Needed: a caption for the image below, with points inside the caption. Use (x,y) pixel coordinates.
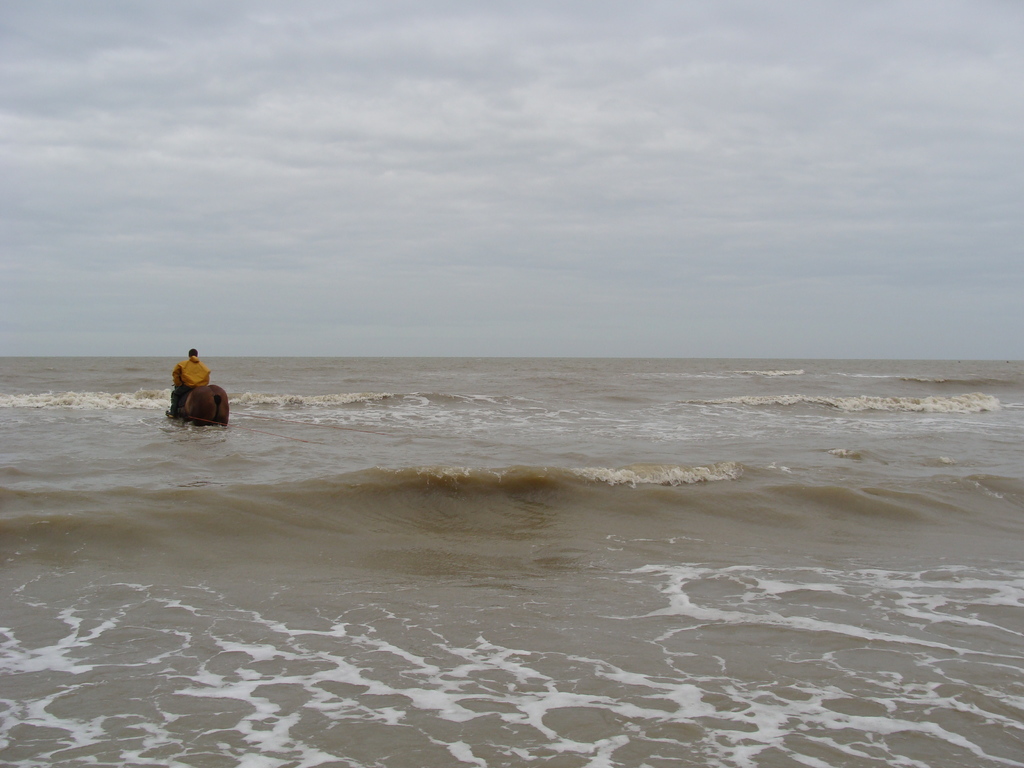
This is the picture of a beach (781,431) in which there is a person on the animal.
